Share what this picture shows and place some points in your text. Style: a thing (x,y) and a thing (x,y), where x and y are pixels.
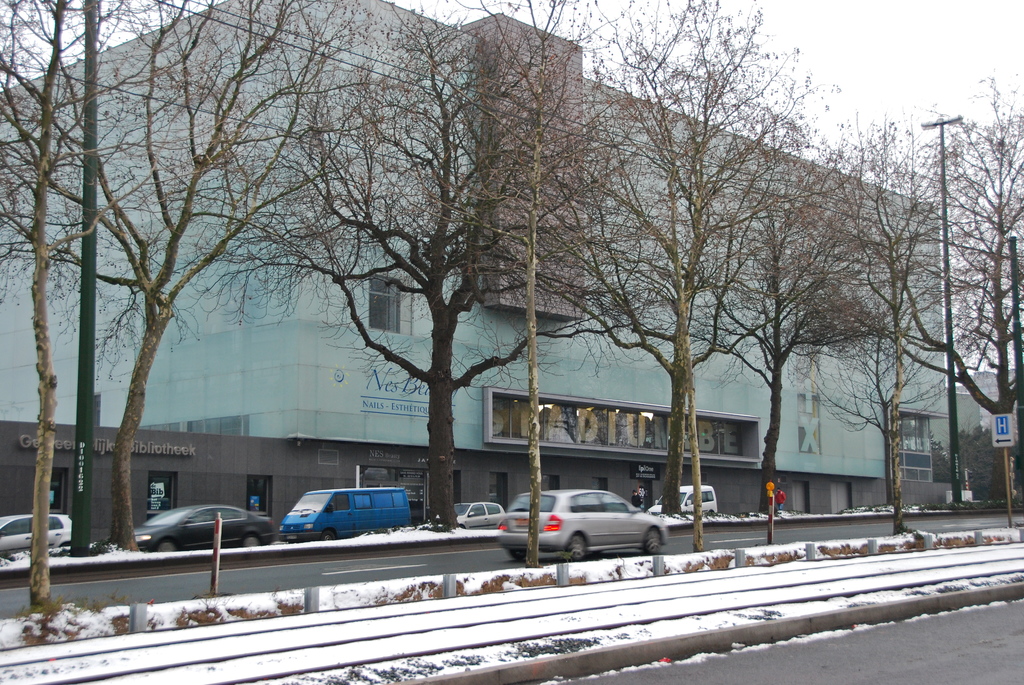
In this picture we can see a building (467,421) where, there are some vehicles (548,534) traveling on the road (680,531), we can see trees (892,465) here, there is a pole (1015,459) and a board (1001,444) here, we can see snow (459,607) here, there is the sky (917,27) at the top of the picture (895,36).
